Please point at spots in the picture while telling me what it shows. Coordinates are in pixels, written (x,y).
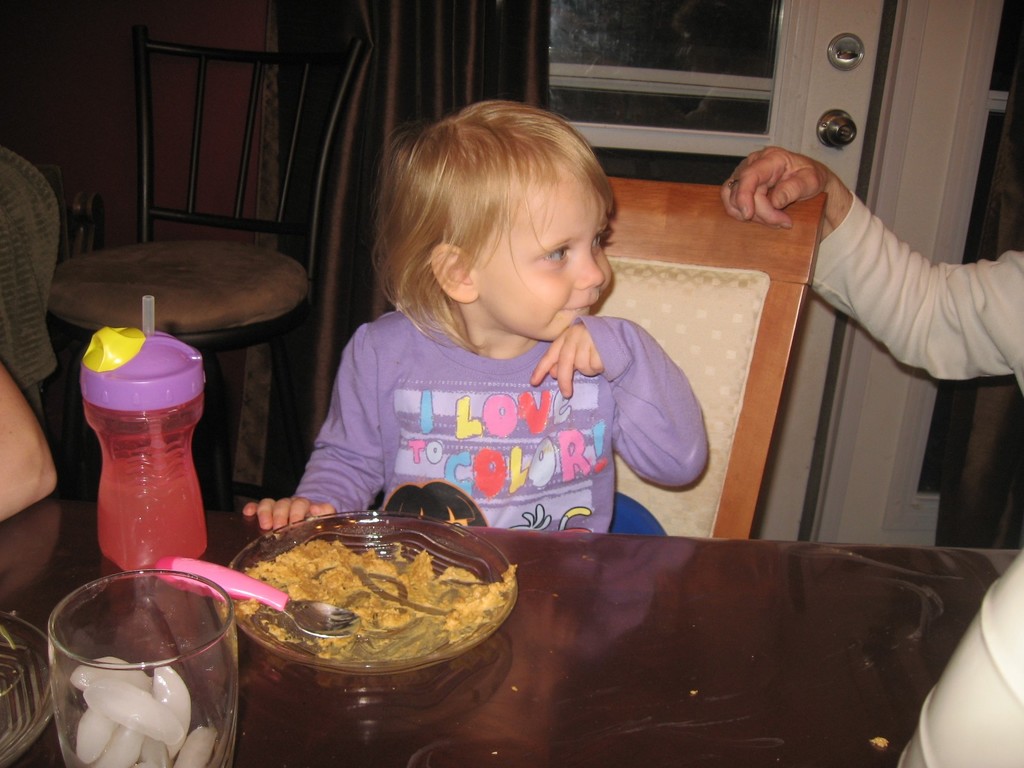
In this image, there are a few people (989,296). We can see a table (748,558) with some objects (179,734) like a plate (245,570) with a spoon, a bottle (167,528) and a glass (179,614). We can also see a white colored object (949,661) on the bottom right corner (1012,767). We can see a chair (226,253), a door (569,44) and some curtains (534,21). We can also see the wall (131,189).
